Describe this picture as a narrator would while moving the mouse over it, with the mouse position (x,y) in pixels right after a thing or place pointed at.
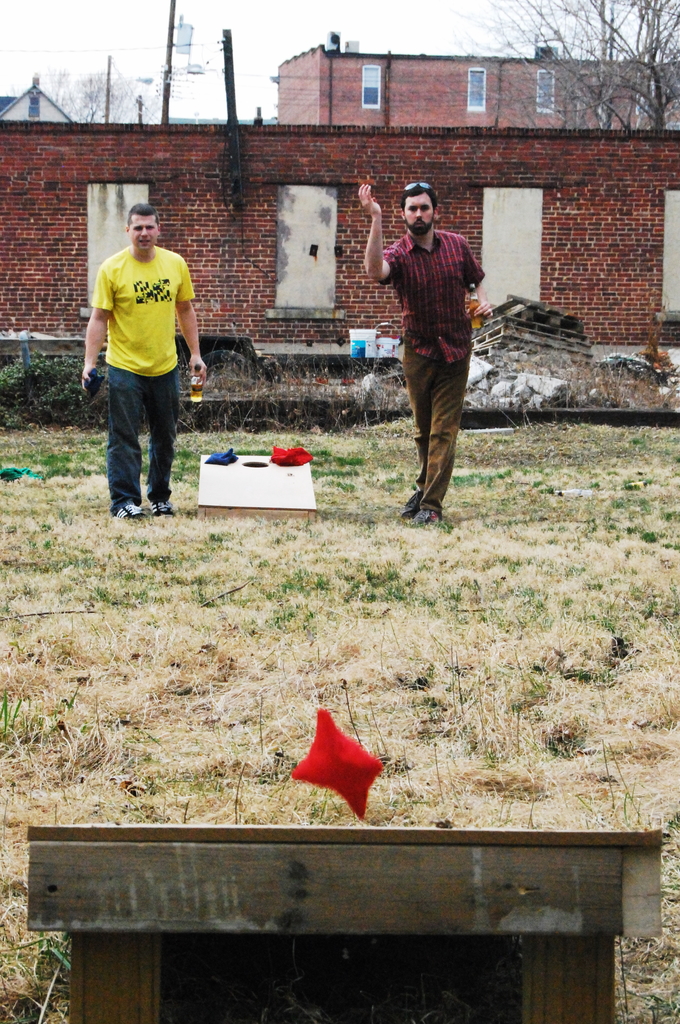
In this image I can see the ground (371,584), some grass (371,584), few wooden objects (372,881), few red and blue colored objects (320,709) and two persons (485,312) standing. In the background (492,306) I can see few buildings (434,83), few trees (644,49) and the sky (270,70).
